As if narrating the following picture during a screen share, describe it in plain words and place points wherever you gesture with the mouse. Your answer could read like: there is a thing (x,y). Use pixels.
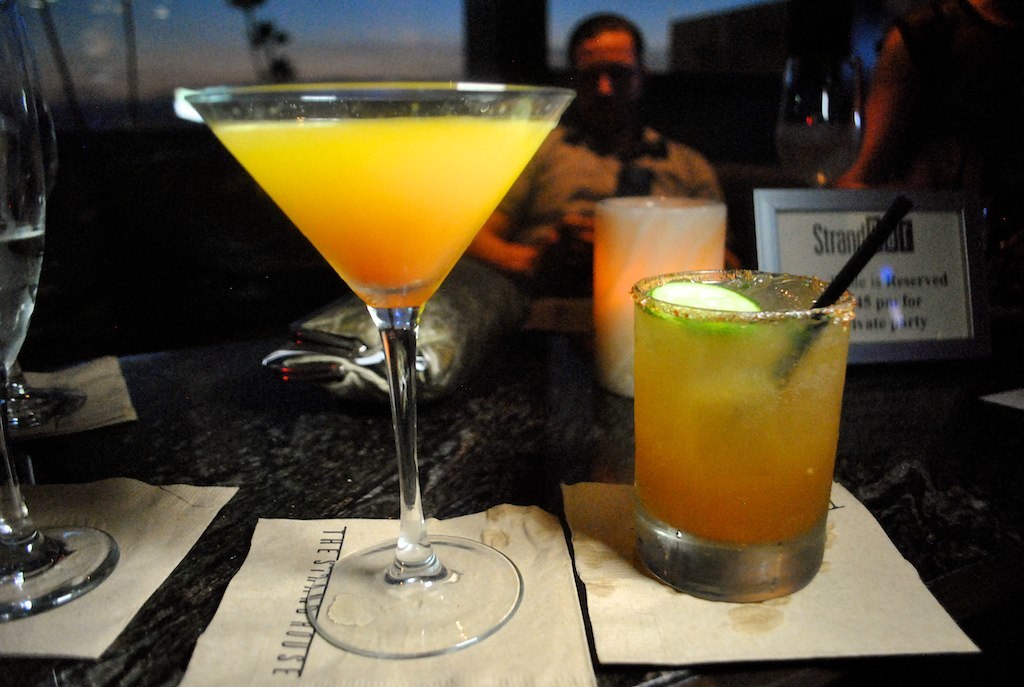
In the picture we can see a black color table (1007,684) on it, we can see two glasses (478,169) of juice (473,182) and in one glass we can see a black color straw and behind the glass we can see some glass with a candle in it and beside we can see a board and in the background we can see a person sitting and behind him we can see a glass window (208,159).
